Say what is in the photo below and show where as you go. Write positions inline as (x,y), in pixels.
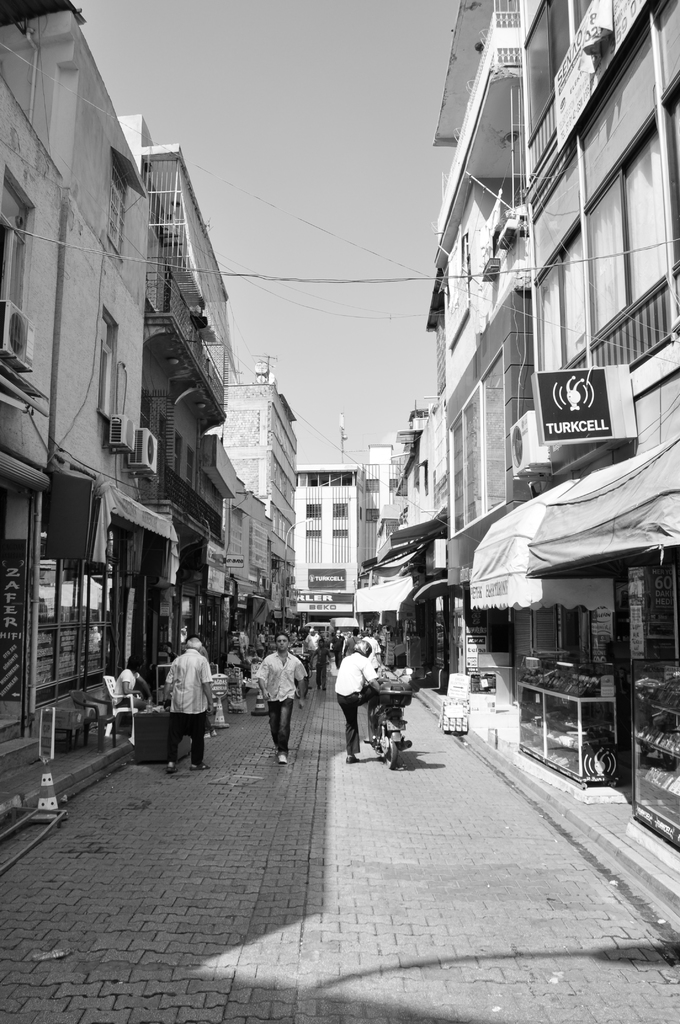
In this image there are a few people (288,655) walking on the streets (299,707) and there is a person (365,680) getting onto a bike (381,710), beside the pavement (296,712) there are buildings (266,551), on the buildings (302,492) there are name boards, in front of the buildings (88,566) there are shops (51,566) with tents (548,582), on the pavements (80,739) there are chairs (80,739), counters (599,710) and some other objects (48,749).
